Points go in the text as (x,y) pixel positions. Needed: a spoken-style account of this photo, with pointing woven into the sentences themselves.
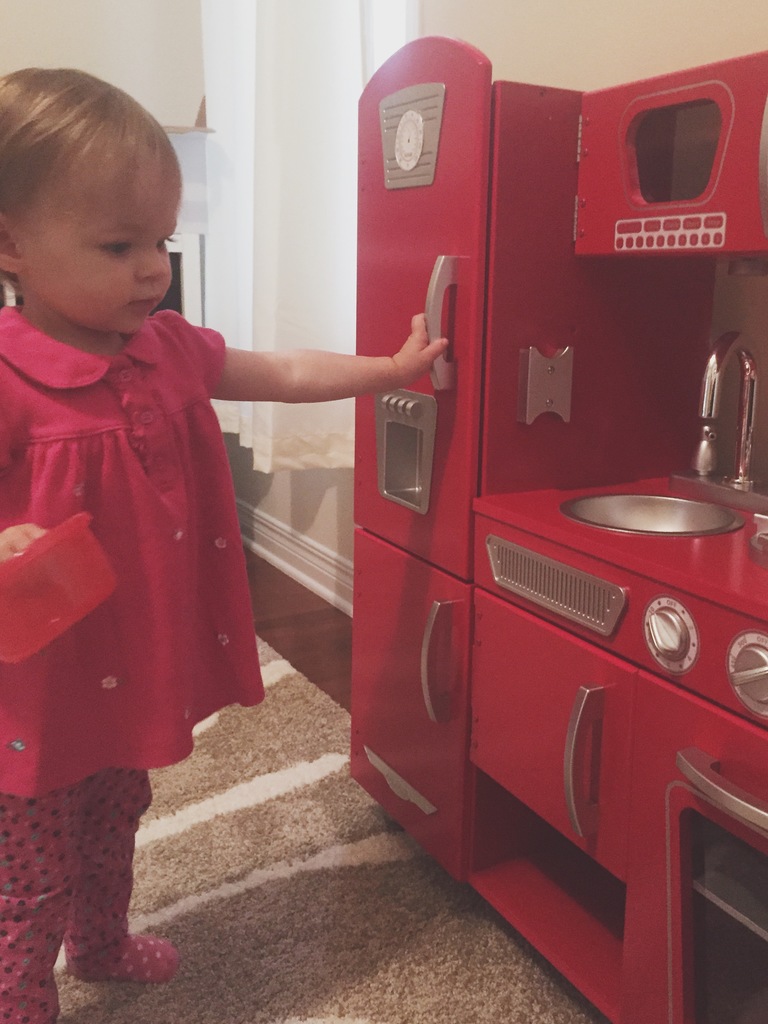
In this I can see a girl (35,341) on the left side (31,511), holding a bowl (82,539) and at the top (533,12) there is the wall (572,15), on the right side (631,438) refrigerator (465,157) and kitchen cabinet (624,489).
